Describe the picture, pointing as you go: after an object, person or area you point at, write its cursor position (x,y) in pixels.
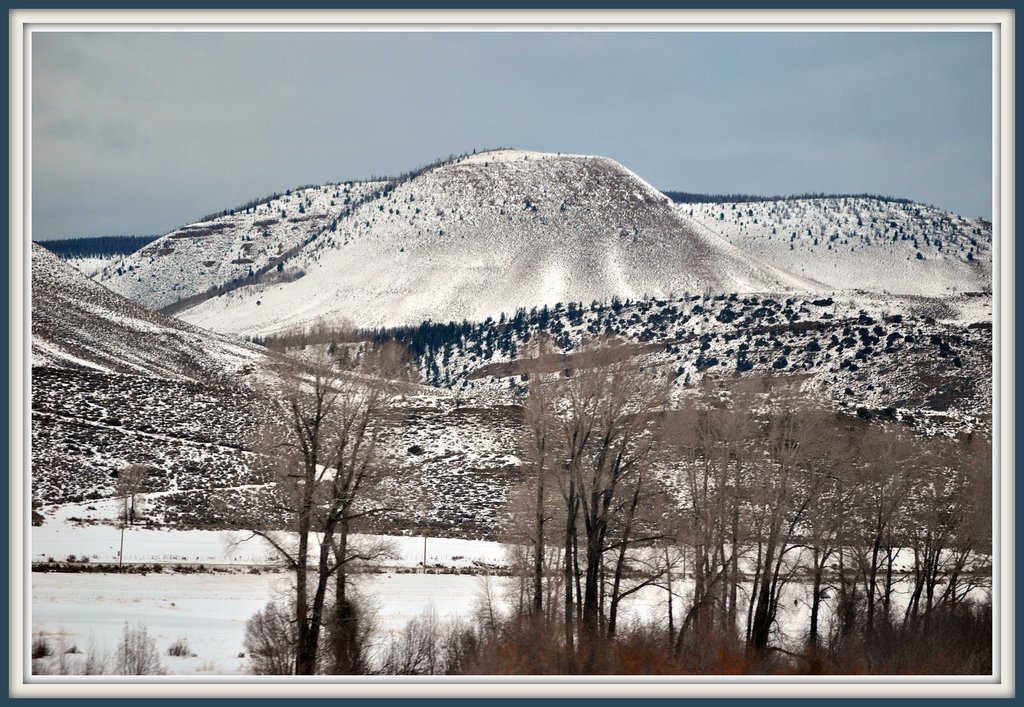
In this image we can see a wall hanging (688,333). In the wall hanging (498,216) there are mountains (403,254), trees (316,334) and sky (780,140) with clouds (806,151).
